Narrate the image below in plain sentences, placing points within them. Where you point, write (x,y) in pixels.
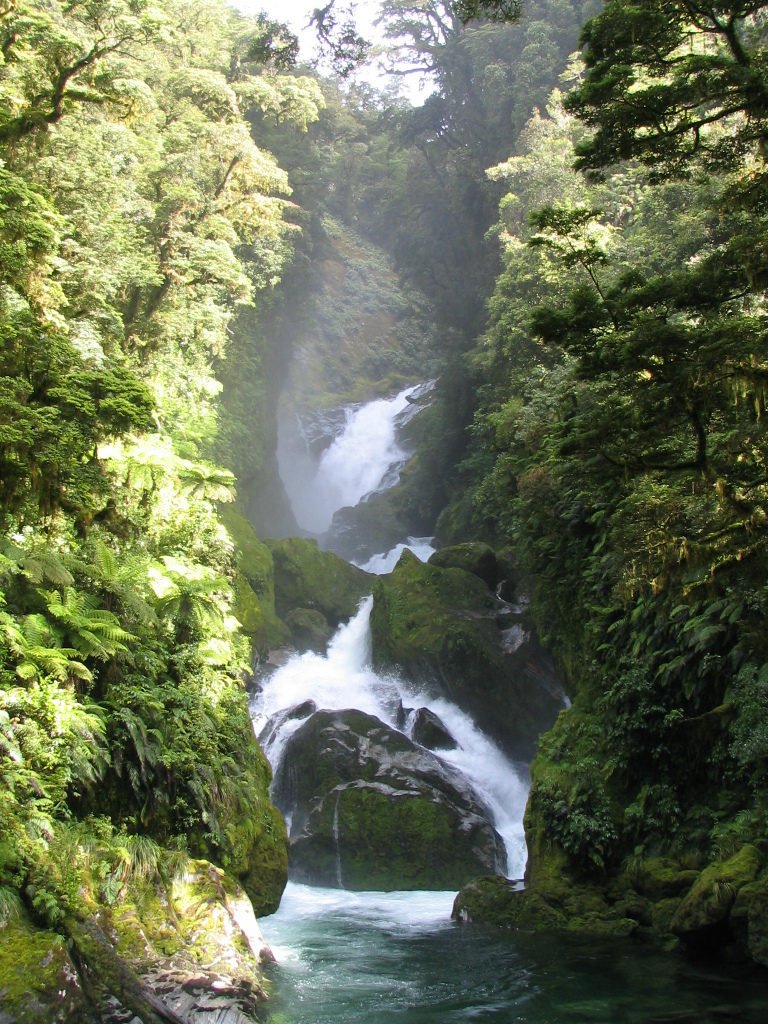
In this picture we can see algae (272,832), rocks (433,832), trees (29,281), plants (237,751) and waterfall (494,791).
